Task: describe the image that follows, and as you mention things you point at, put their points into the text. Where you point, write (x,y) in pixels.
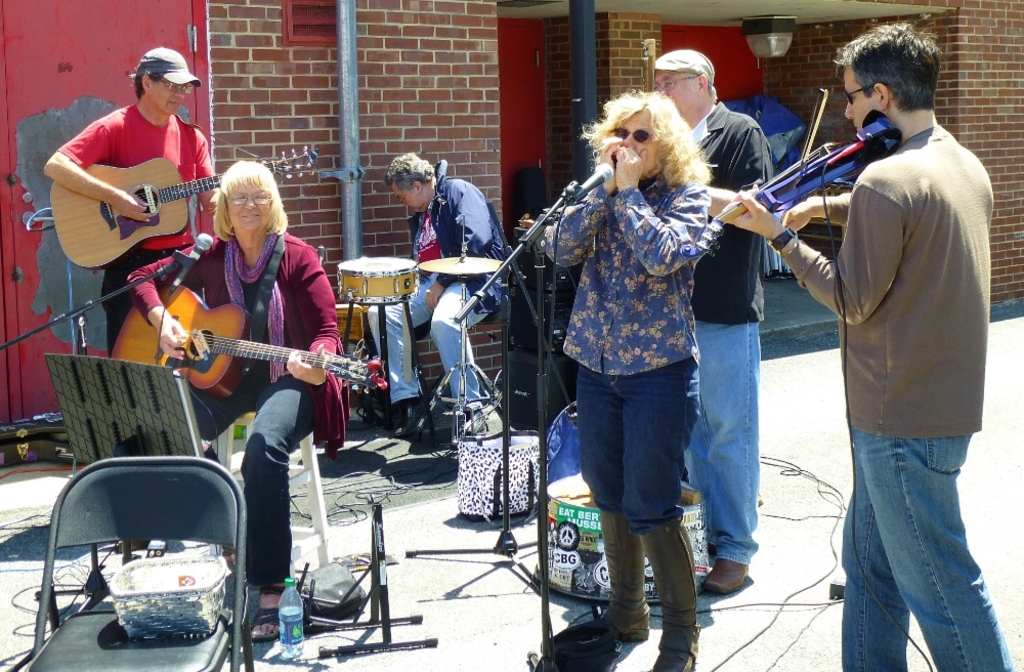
A band of musicians (174,143) are performing on a footpath (492,554).
